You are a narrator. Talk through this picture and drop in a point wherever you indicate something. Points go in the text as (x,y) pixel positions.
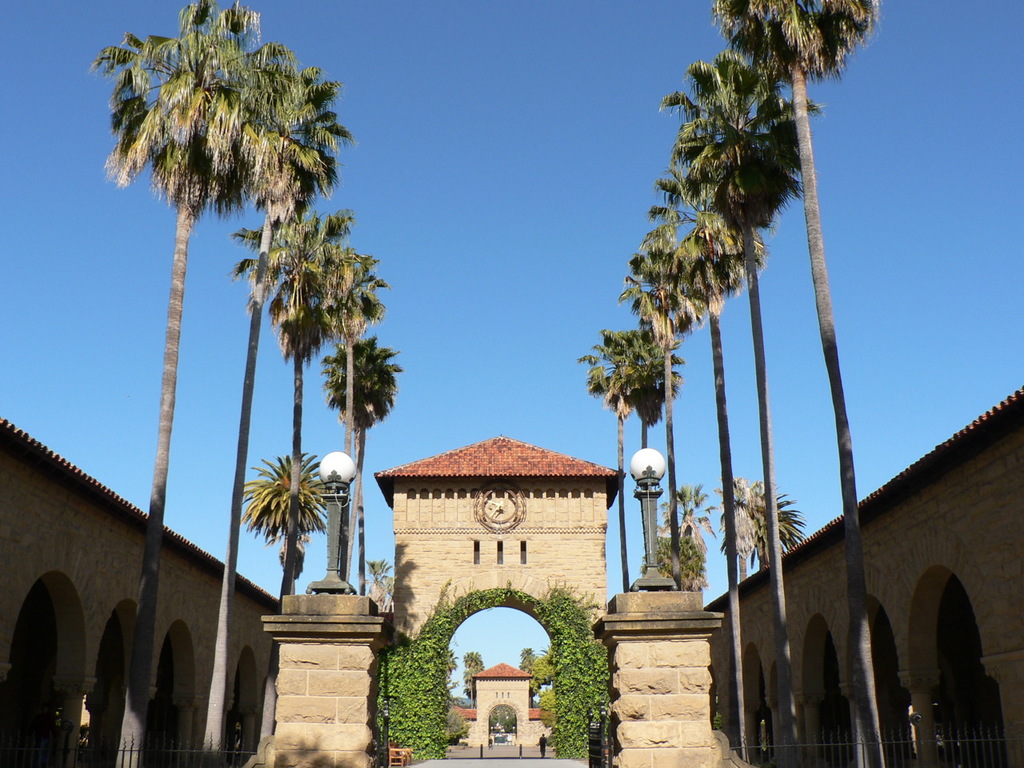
In this picture we can see trees (164,455), arches (927,682), fences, poles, gate (600,709), table (398,753), some objects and a person (543,752) on the ground (516,764). In the background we can see the sky (495,239).
